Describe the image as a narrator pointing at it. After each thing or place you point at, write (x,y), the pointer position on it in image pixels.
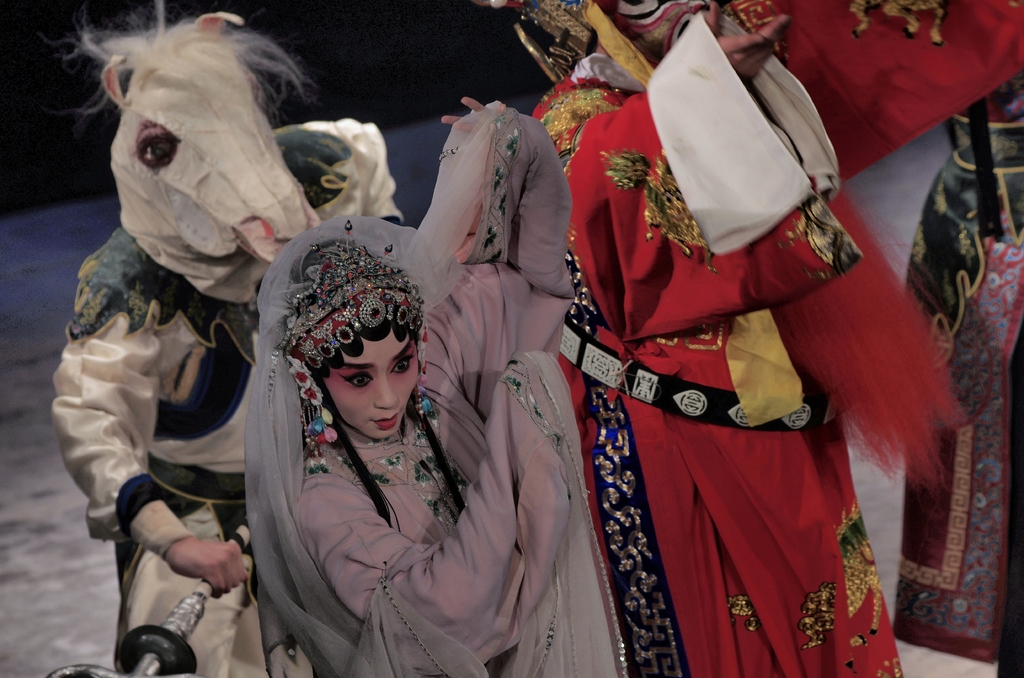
In the image I can see a group of persons (482,357) and some other things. These persons (447,484) has costumes (405,474) on them.
